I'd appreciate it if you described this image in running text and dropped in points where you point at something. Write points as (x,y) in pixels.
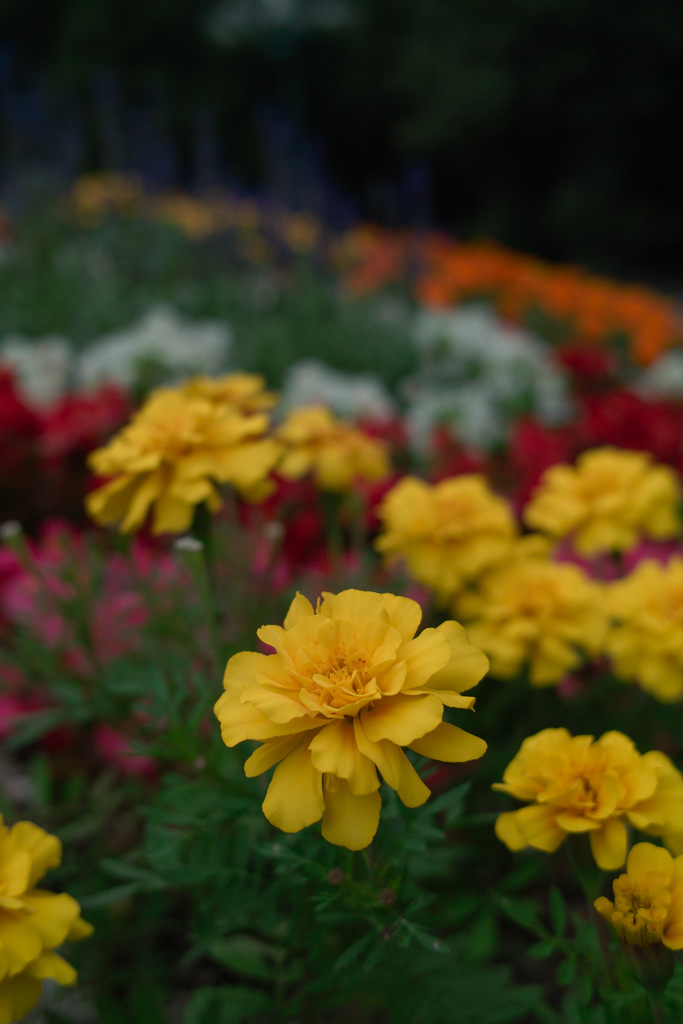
In this image there are plants (333,312), there are flowers (45,906), the top of the image (292,294) is blurred.
